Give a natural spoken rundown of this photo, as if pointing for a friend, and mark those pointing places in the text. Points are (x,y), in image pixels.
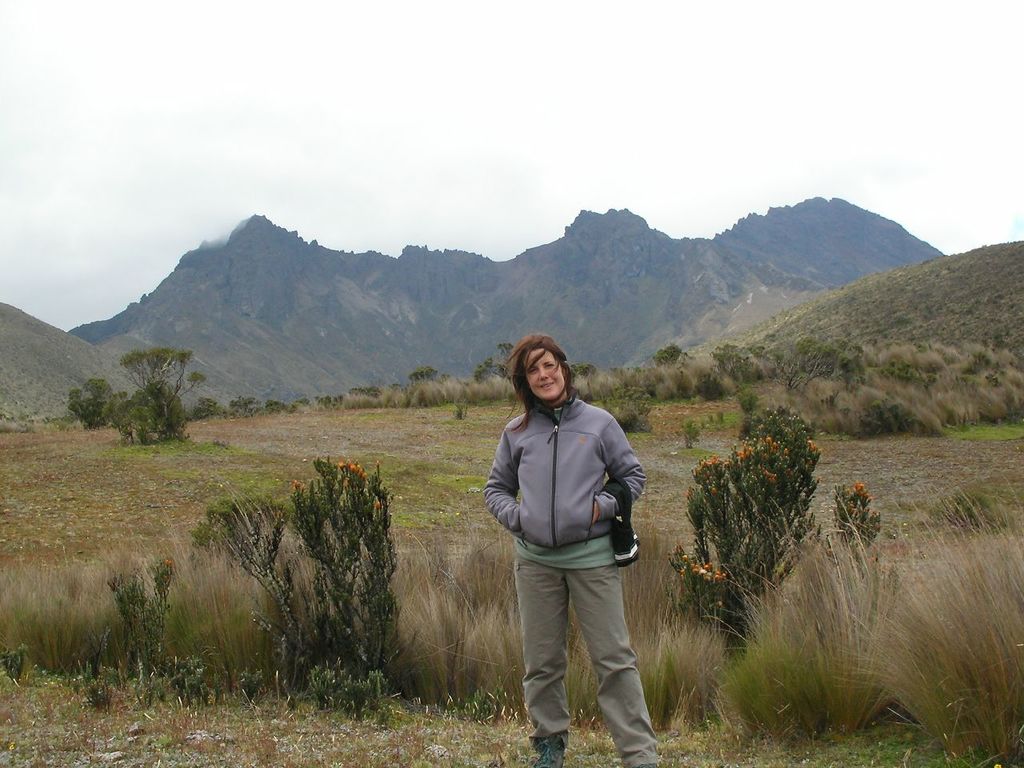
In this image in the center (557,391) there is one person (578,576) standing, and there are some plants (331,554), grass (277,708) and in the background (162,400) there are mountains (597,331), plants (176,398) and trees (162,400). At the top (151,155) there is sky (225,184).
